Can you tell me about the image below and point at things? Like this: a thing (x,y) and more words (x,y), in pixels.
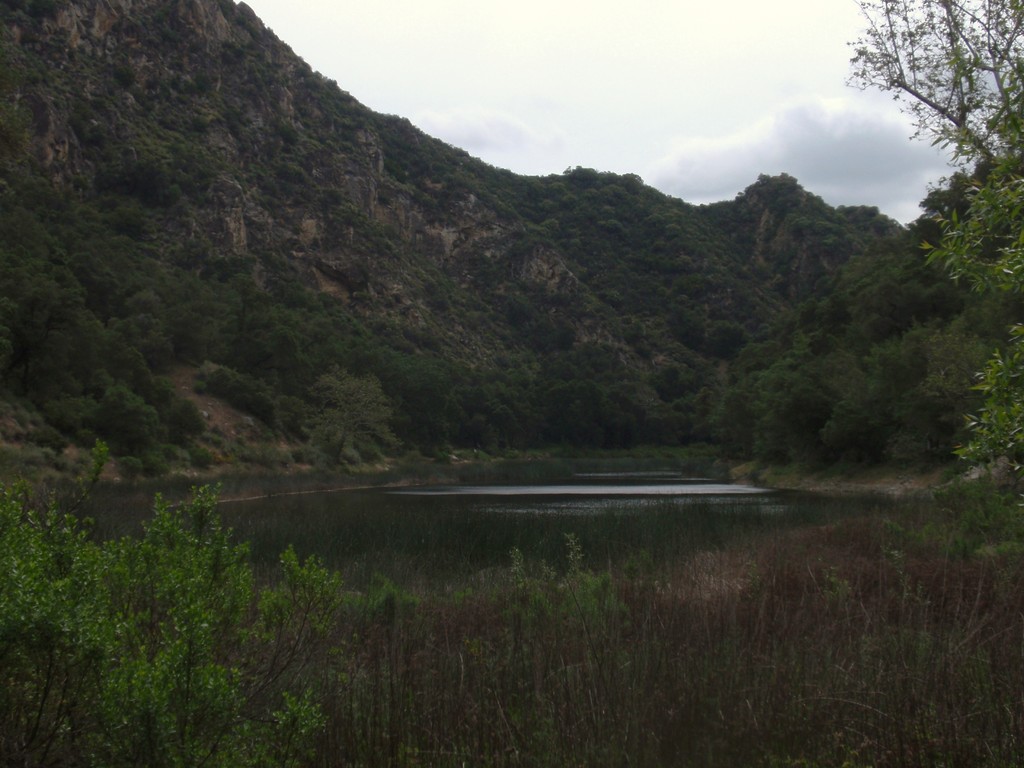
In the foreground of this image (510,685), there is greenery (544,677). In the middle (390,497), there is water (652,477) and we can also see greenery (477,293) on the cliff (565,258). At the top (596,69), there is the sky (604,52).
